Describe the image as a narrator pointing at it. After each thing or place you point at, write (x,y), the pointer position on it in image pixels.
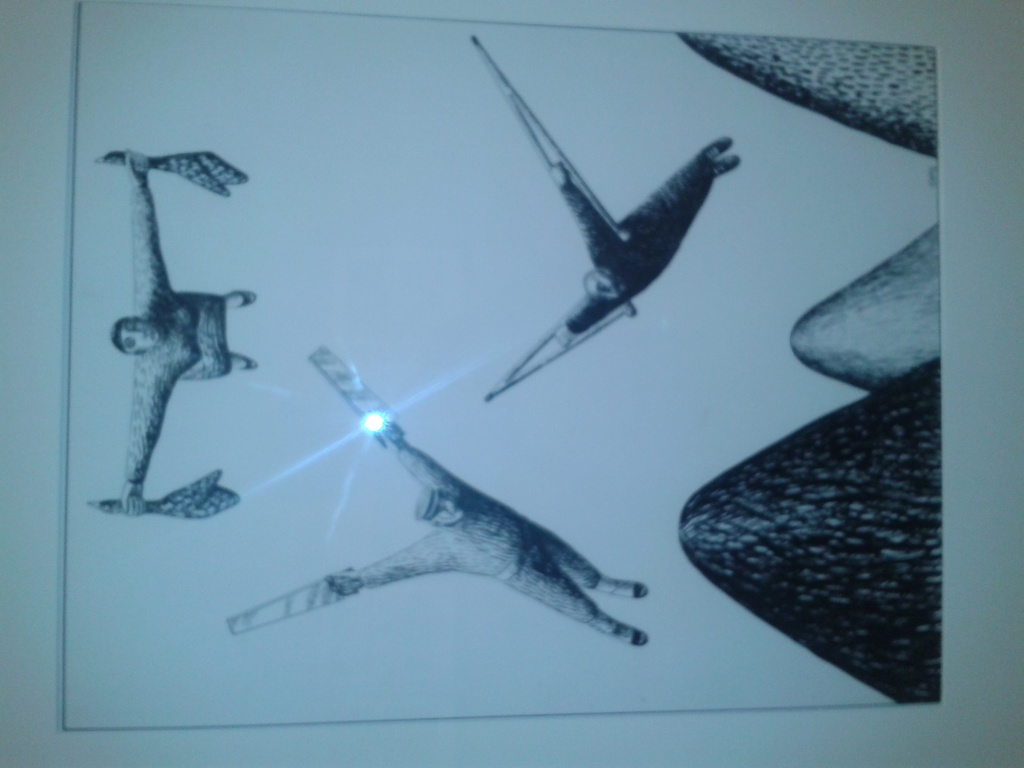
This image consists of a frame (391,465) in which we can see the depiction (148,269) of persons (156,259).
